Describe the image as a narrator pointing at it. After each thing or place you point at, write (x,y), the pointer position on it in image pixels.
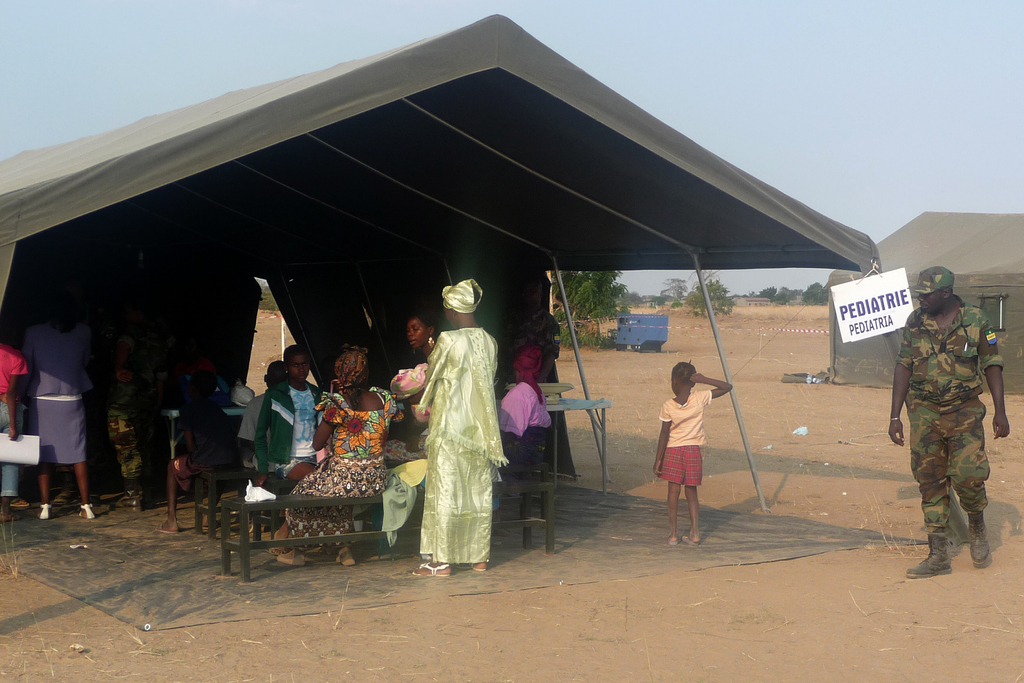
In this image, we can see a group of people (443,504). Few are sitting and standing. On the right side (935,430), a man (933,422) in a military dress (927,447) is walking on the ground (878,605). Here we can see tables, benches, tents (977,228), trees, board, vehicle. Background there is a sky (798,60).
